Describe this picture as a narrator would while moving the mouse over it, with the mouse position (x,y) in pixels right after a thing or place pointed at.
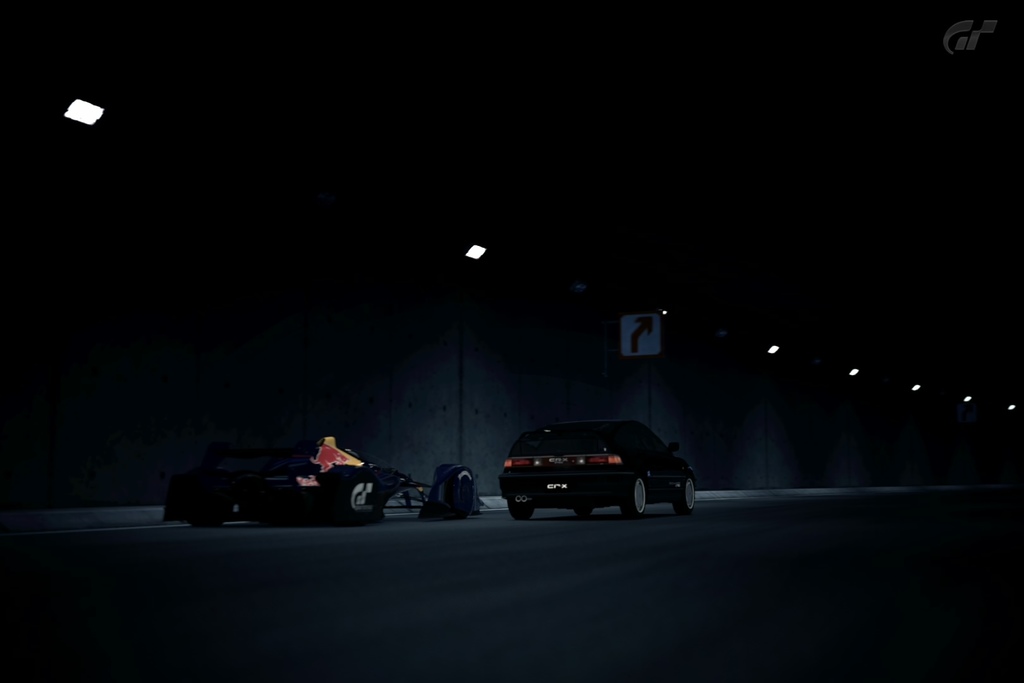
In this image I can see few vehicles (353,508), a direction board (636,340) and number of lights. I can also see this image is in dark.
